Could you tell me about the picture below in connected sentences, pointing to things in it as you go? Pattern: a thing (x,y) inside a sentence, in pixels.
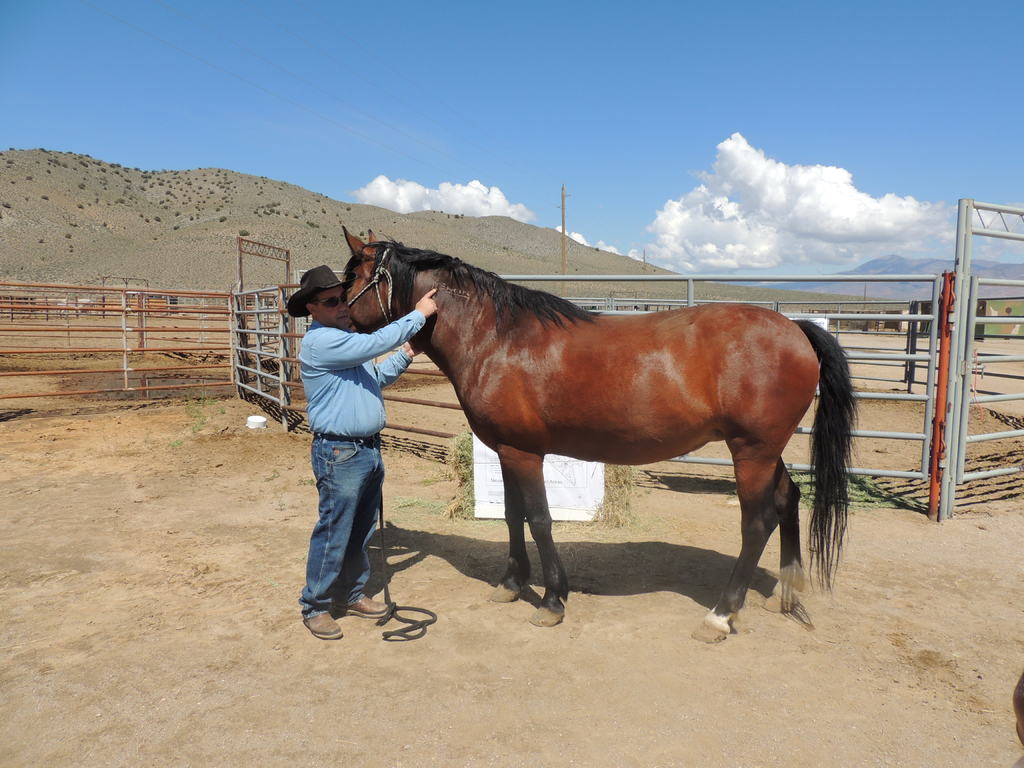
In this image we can see a horse (516,448), person (334,404) and other objects (453,450). In the background of the image (12,260) there are iron objects (274,303), mountains (48,251) and other objects (569,514). At the top of the image (515,80) there is the sky (529,150). At the bottom of the image (602,670) there is the ground (780,748).
